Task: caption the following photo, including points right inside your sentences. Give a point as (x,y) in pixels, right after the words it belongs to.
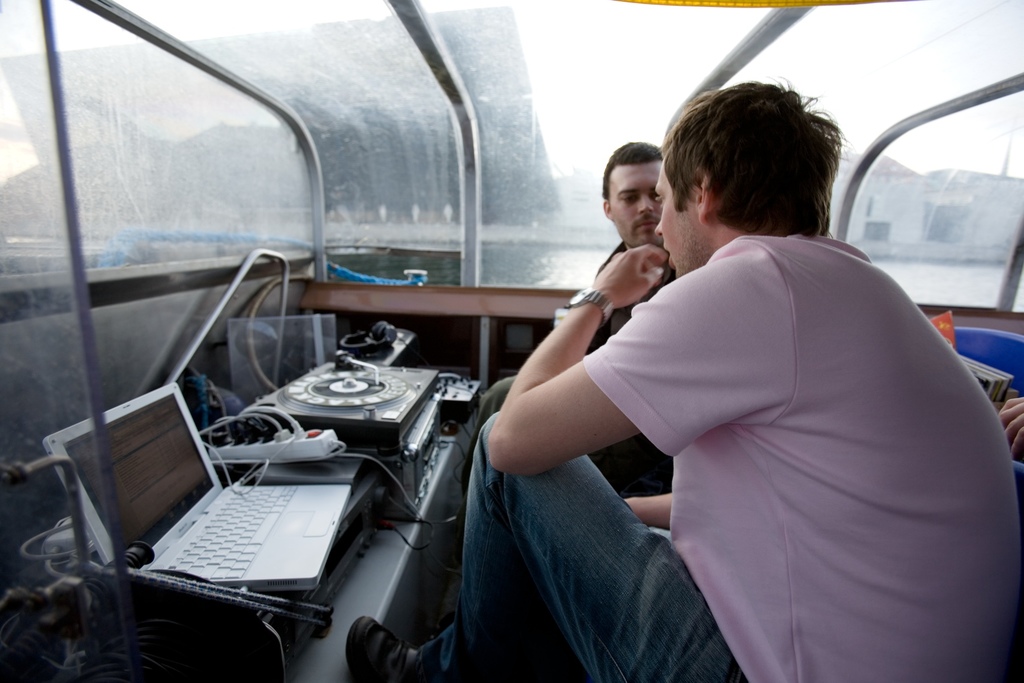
In this image there are two persons (650,473) sitting on chairs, inside a glass room (796,53), in front of them there is a table (371,604), on that table (448,437) there is a laptop (221,524) and other objects (331,435), in the background (419,131) it is blurred.
